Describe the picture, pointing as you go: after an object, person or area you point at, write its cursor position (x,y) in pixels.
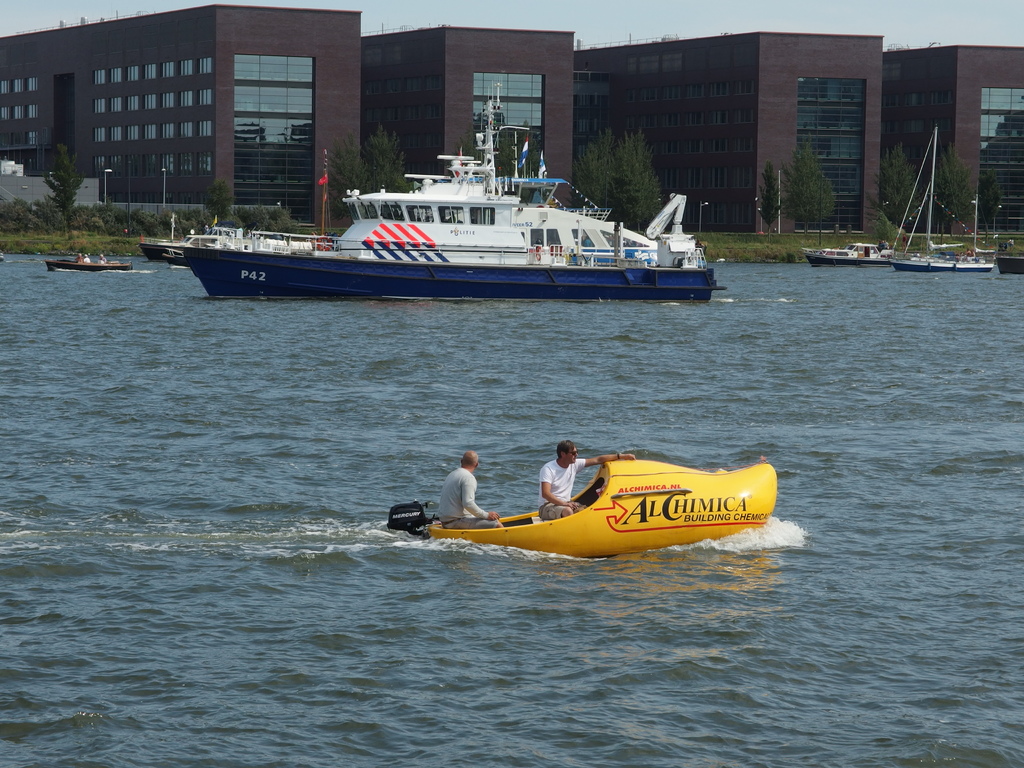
In the image we can see there are people (564,487) sitting in boat (623,514) and beside there is a ship (452,253). Behind there are buildings (869,179) and trees (769,169).
